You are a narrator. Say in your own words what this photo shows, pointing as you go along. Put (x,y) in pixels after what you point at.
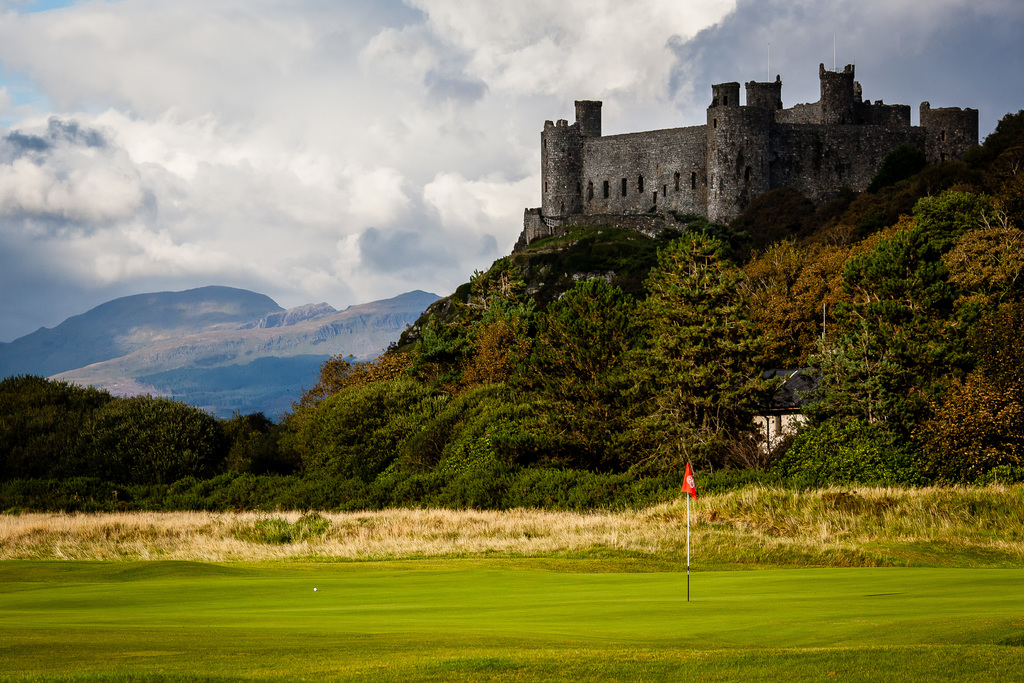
In this image we can see castle (602,201), trees (464,367), hill (577,424), flagpole (687,502), grass (476,602) and ground (353,607). In the background (205,282) we can see hills (127,311), sky (112,195) and clouds (363,186).
